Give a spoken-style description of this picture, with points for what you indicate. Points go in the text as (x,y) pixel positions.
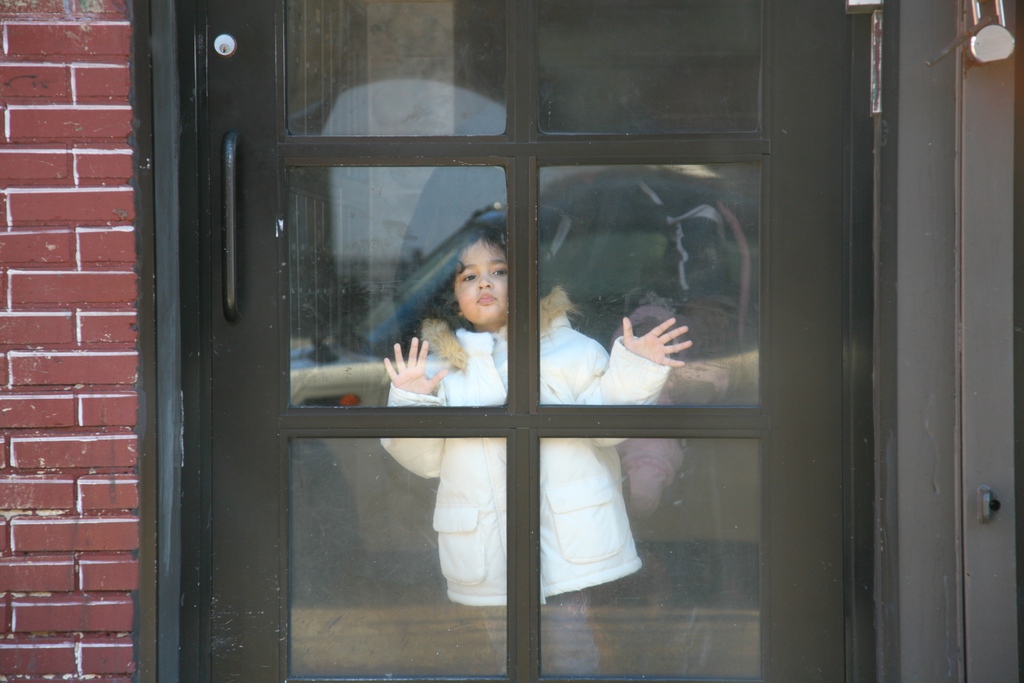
In this image there is a girl child (432,298) watching outside of the glass door (668,422), beside the door (352,248) there is a brick wall (132,356).
